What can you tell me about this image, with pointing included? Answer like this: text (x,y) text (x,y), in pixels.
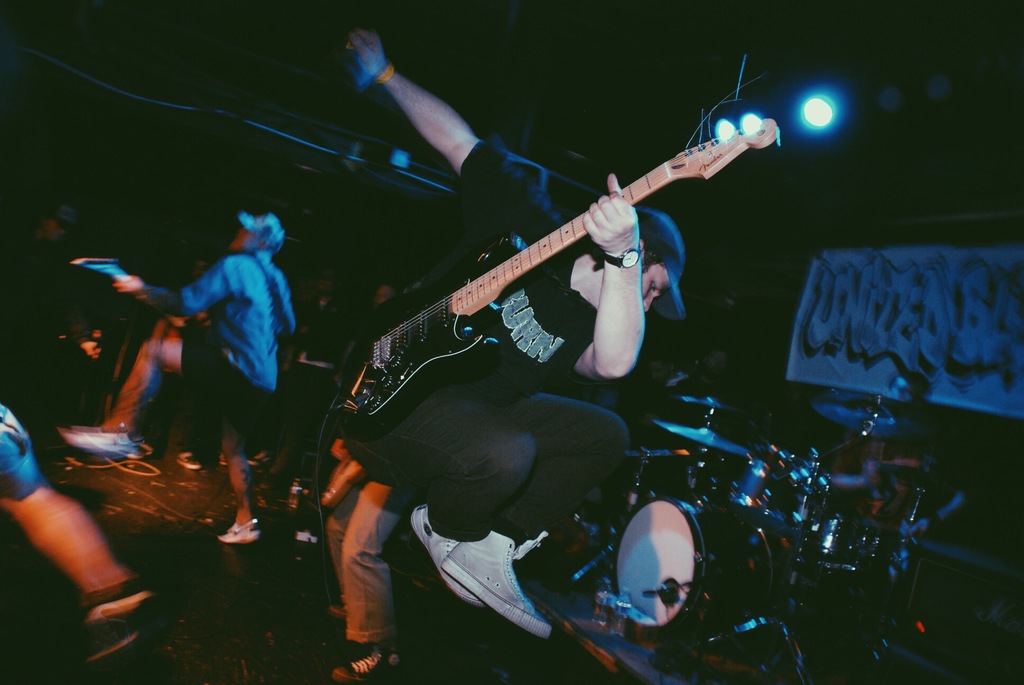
In this picture there is a man (508,600) who is jumping from the stage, by holding the guitar (684,160) in his hand (597,238) and there is a drum set (645,501) at the right side of the image (719,573), there are other people (73,342) those who are playing the music and some are dancing at the left side of the image (217,344) and there are spotlights (816,103) above the area of the image.
